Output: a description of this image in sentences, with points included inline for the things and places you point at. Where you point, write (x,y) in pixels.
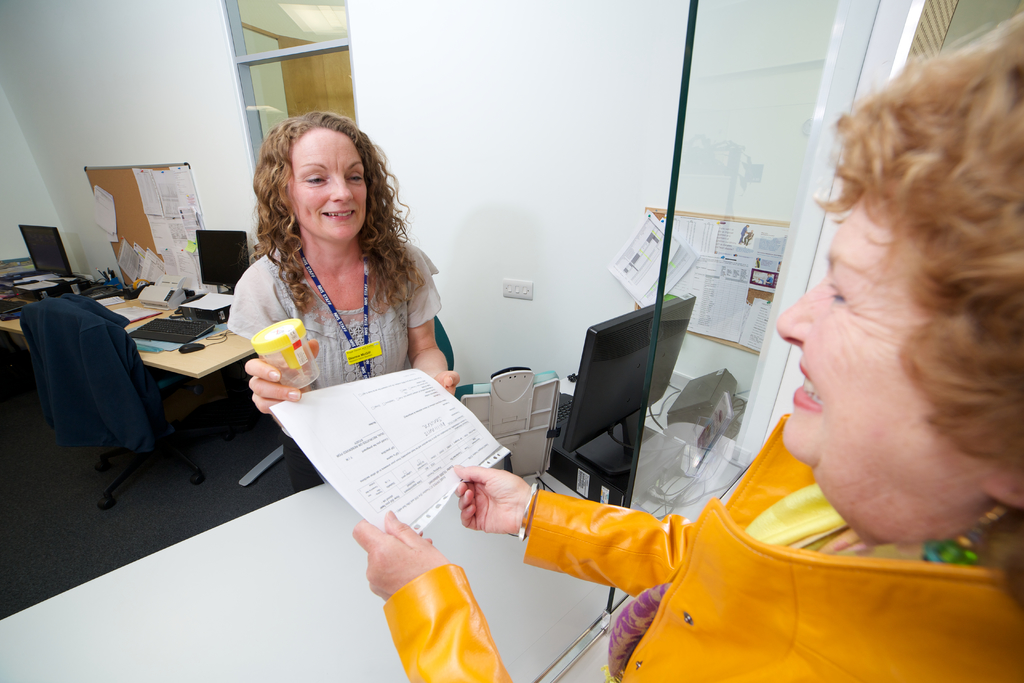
In this given picture, there are two women (394,283). One of the woman (687,653) is holding a paper (368,418) to the other woman (330,325), holding a cup (295,345) in her hand (264,366). There is a computer (588,408) here. In the background (153,358) there is a table (110,318) on which a computer (221,265) is placed. There is a chair (88,393) and a notice board (141,239) attached to the wall (135,114).
